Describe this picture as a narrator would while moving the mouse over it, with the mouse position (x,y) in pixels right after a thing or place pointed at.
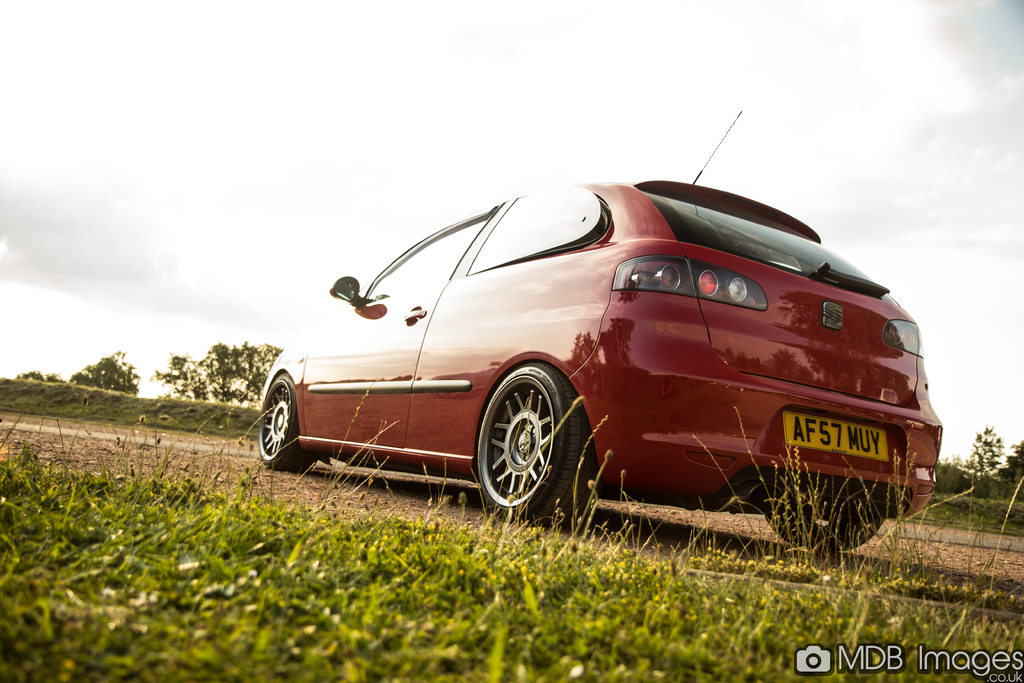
In this picture I can see a car (630,484), there is grass (392,521), trees (980,487), and in the background (11,324) there is sky (993,418) and a watermark (807,659) on the image.
